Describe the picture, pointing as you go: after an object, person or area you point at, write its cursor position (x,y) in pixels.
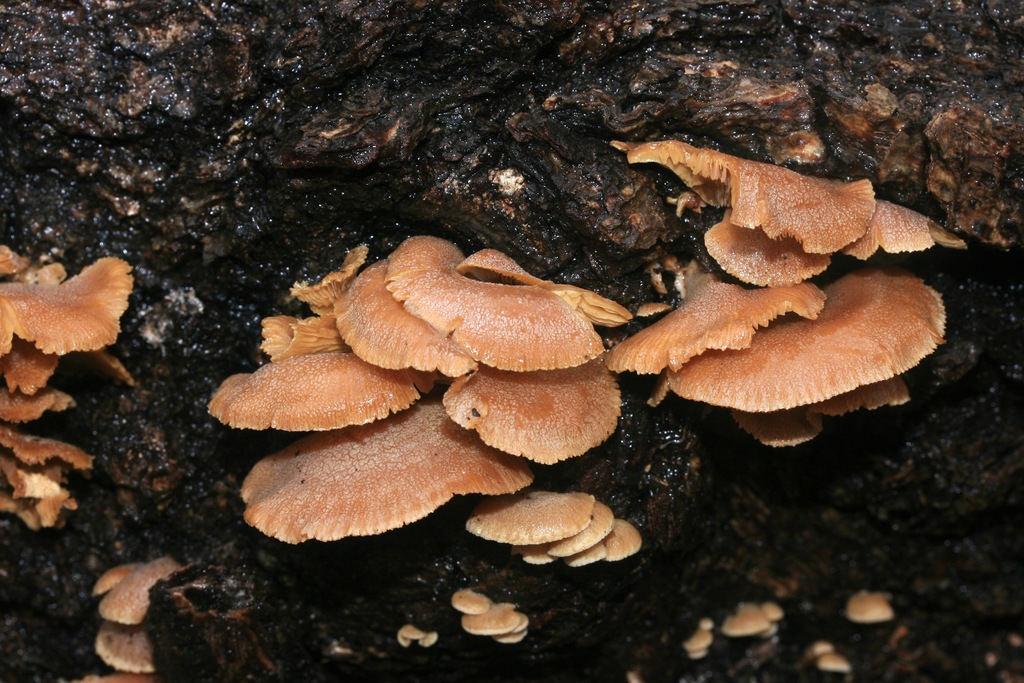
In this picture we can see a rock (292,617) and mushrooms (375,325).
